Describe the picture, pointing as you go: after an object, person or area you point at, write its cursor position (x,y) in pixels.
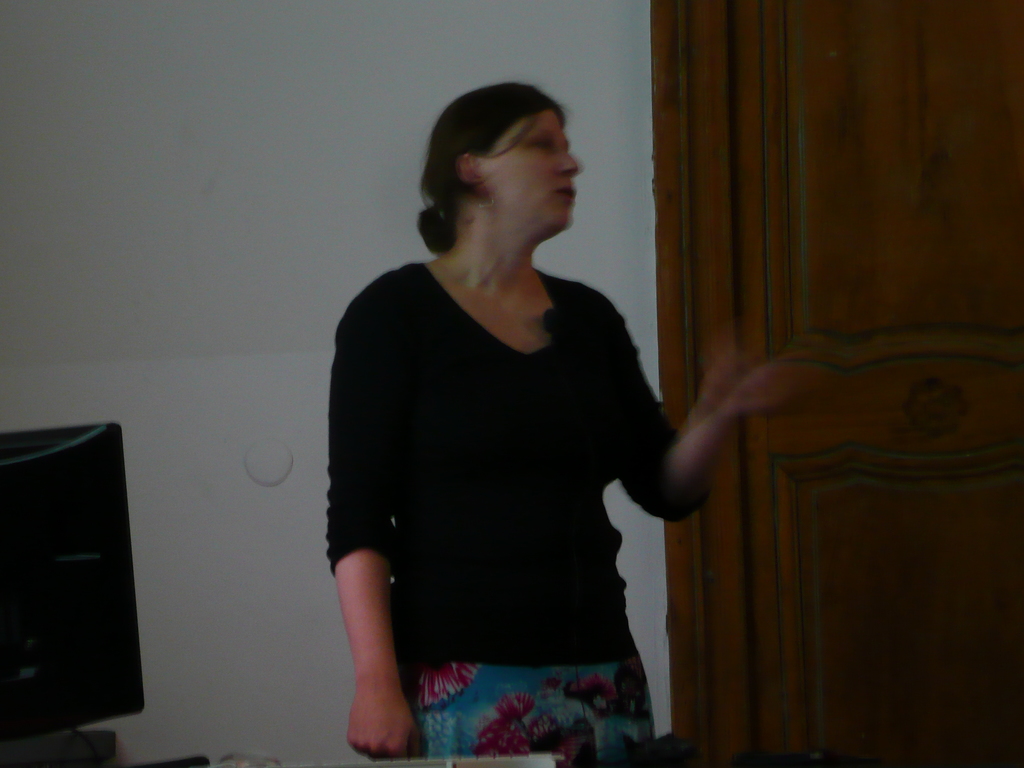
In the center of the image (461,280) there is a woman (407,507) standing on the floor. On the left side of the image (8,510) we can see a monitor (58,541). On the right side of the image (844,652) there is a door (901,698). In the background (300,91) there is a wall (197,66).
